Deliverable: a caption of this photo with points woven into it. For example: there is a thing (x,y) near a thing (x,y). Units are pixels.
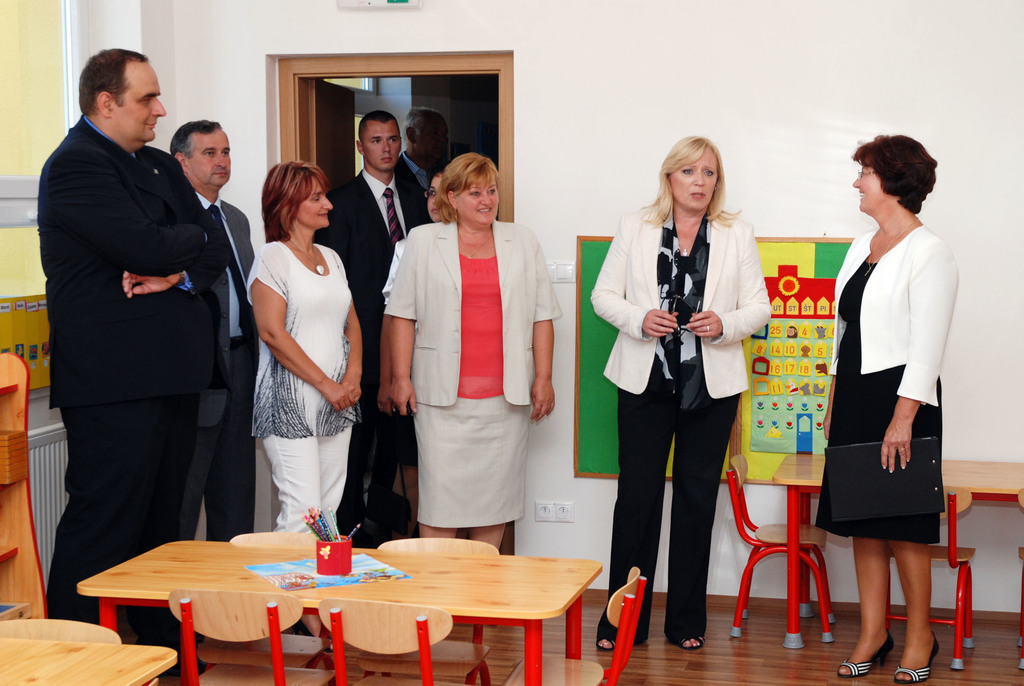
In this image i can see group of people (304,354) standing there are few pens (336,517) on a table (405,581), a chair (300,541) at the back ground (585,42) i can see a wall (618,83) and a door (331,120).
